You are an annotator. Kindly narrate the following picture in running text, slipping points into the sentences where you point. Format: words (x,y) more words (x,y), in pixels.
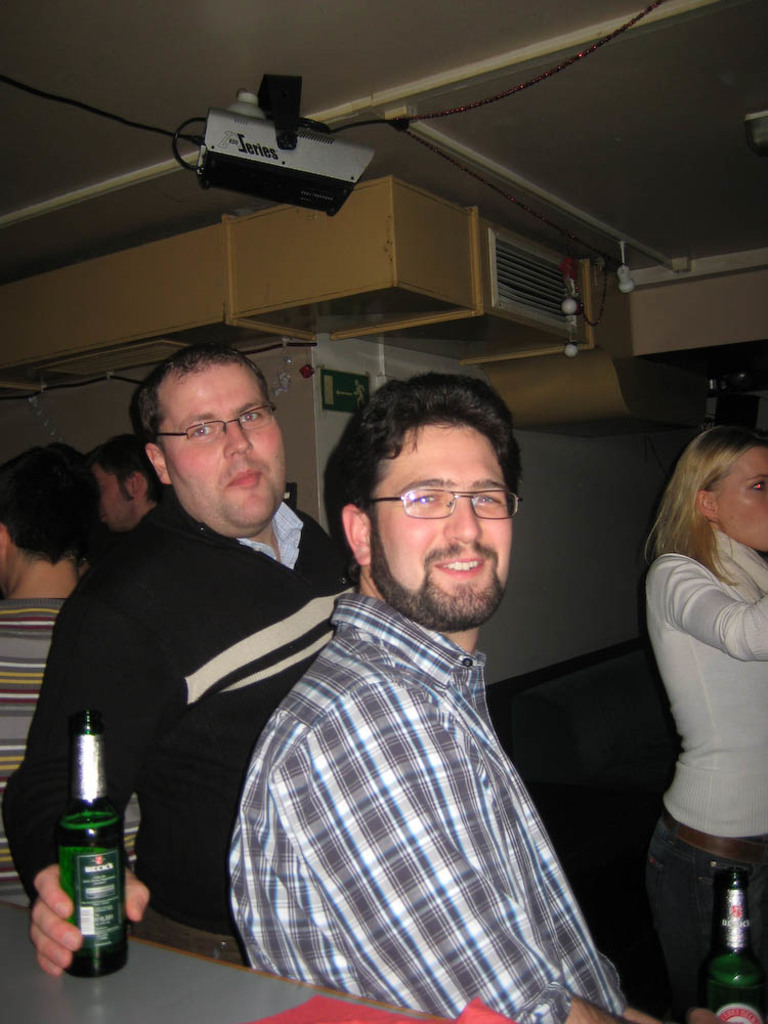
In the middle of the image (403,463) two persons (425,486) are standing and smiling and they are holding bottles (101,907). Bottom left side of the image (2,944) there is a table (17,928). Top left side of the image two persons (142,459) are standing. Behind them there is a wall (618,329). Bottom right side of the image (679,824) a woman (747,790) is standing. At the top of the image (706,101) there is a roof (729,48) and there is a electronic device (339,148).
